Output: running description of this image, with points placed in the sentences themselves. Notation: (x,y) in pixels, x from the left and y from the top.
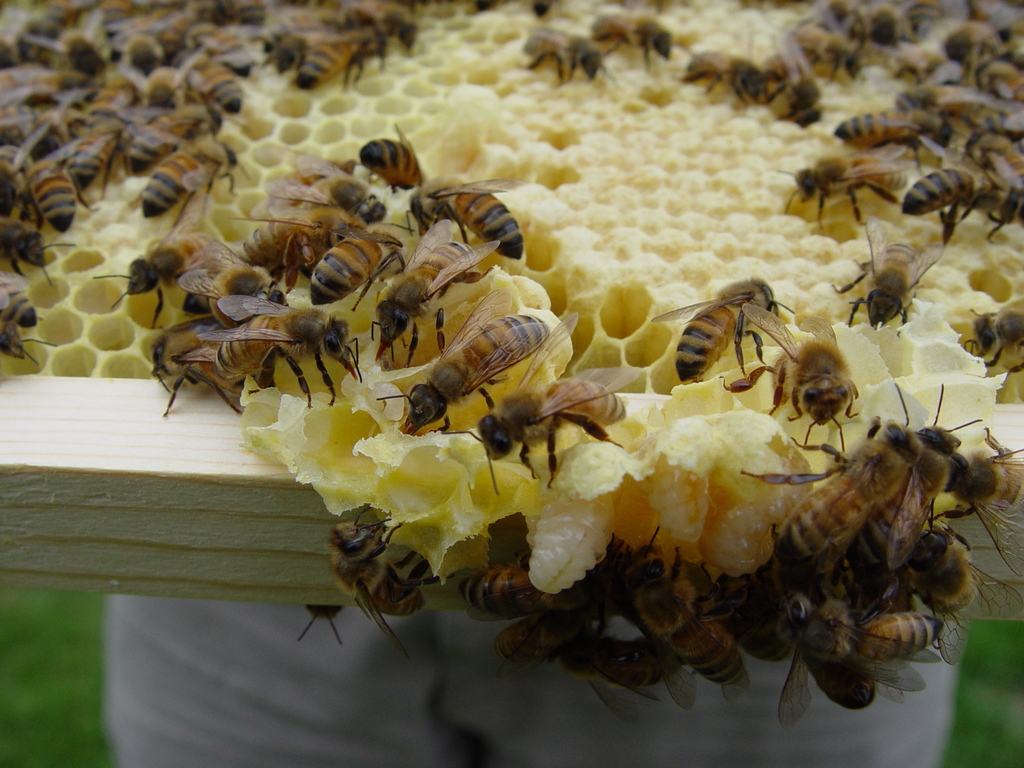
In the image I can see honey bees (310,177) on a honeycomb (567,200). I can also see some other objects (207,541).
